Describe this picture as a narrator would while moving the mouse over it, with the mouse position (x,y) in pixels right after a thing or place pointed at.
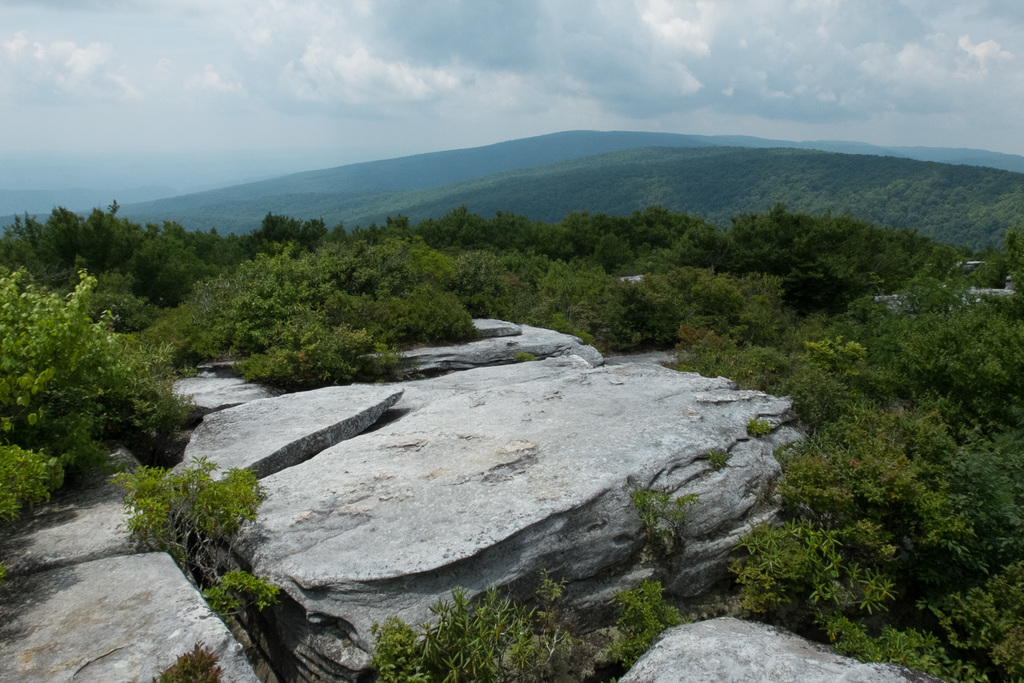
In the foreground of this image (296,458), there are rocks (259,536) and trees (324,366). In the background (562,182), there are mountains (596,150), sky (232,87) and the cloud (214,82).
